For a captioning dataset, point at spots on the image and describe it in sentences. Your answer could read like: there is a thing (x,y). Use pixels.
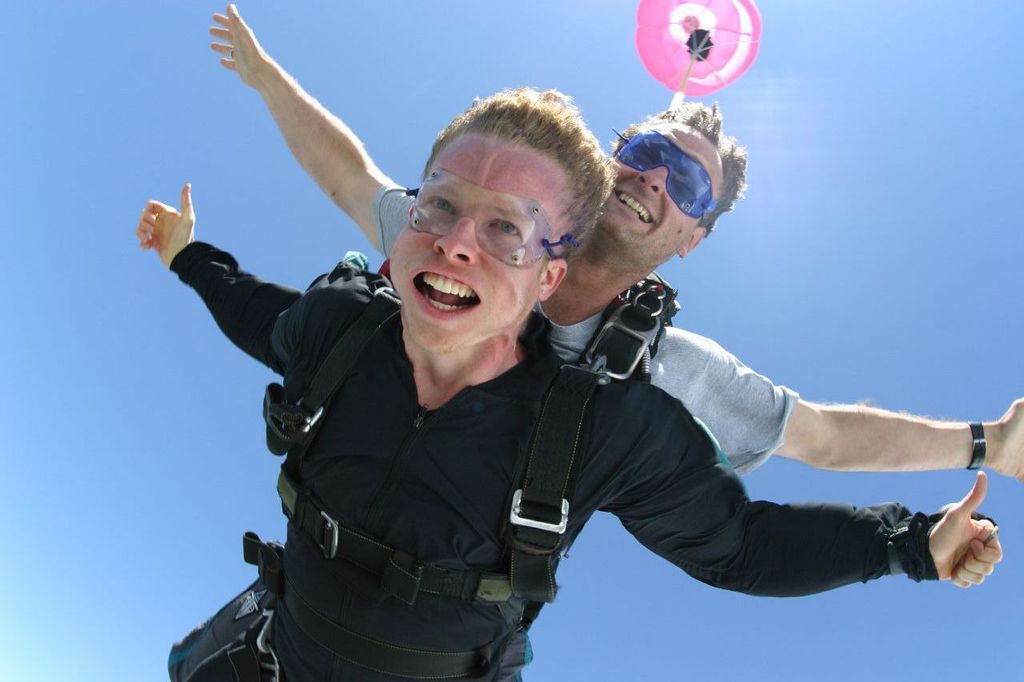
In this picture we can see two men (473,355), they wore spectacles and they are in the air (701,299) with the help of parachute (723,68).
